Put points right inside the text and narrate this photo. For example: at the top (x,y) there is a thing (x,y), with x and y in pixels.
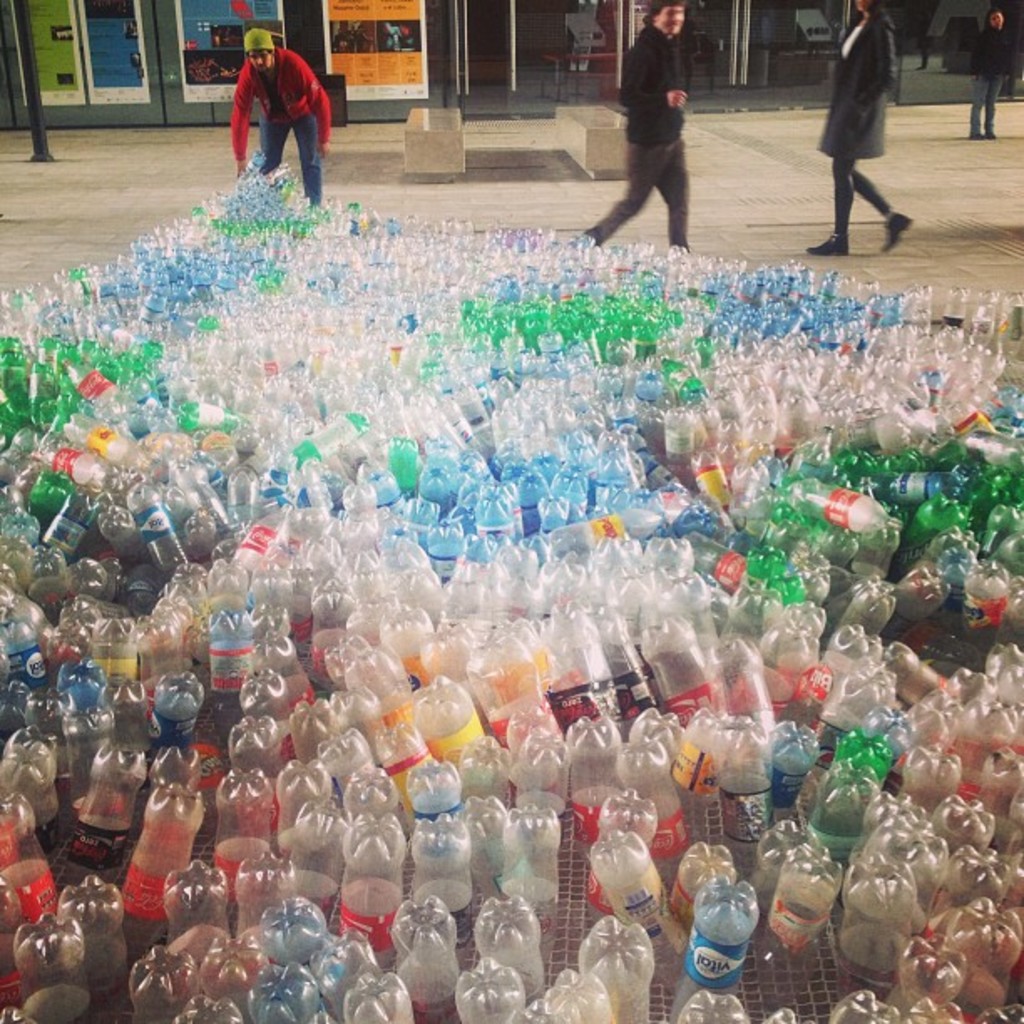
In the foreground of the image (509,585), plastic bottles (99,461) are kept on the floor (293,165). In the left (314,169), a person (320,121) is standing and holding a bottle (281,200). And in the right (992,15) three persons (854,141) are visible. In the background (7,22), there are shops (154,7) visible. This image is taken during day time.
